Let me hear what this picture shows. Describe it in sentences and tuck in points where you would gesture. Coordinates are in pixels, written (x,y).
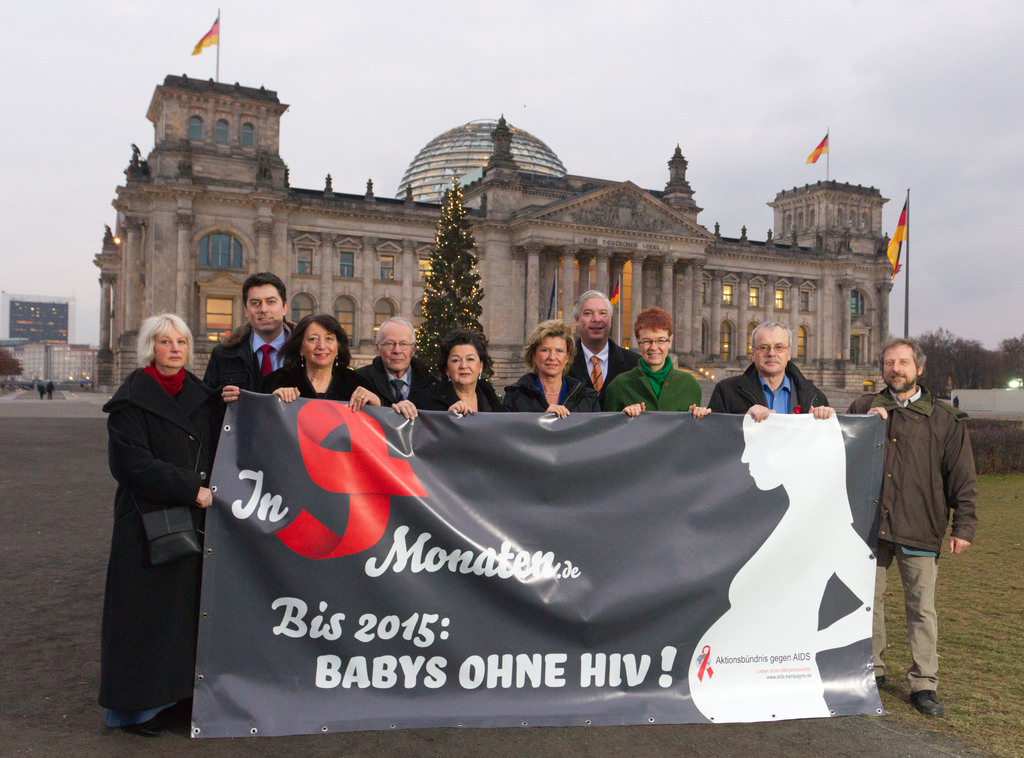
In this image in front there are people (240,334) holding the banner (640,590). Behind them there is a Christmas tree (433,326). In the background of the image (666,235) there are flags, buildings (121,327), trees (980,363) and sky (930,29). On the left side of the image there are two people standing on the road (44,440). There is a building (41,304) on the left side of the image (13,308).
